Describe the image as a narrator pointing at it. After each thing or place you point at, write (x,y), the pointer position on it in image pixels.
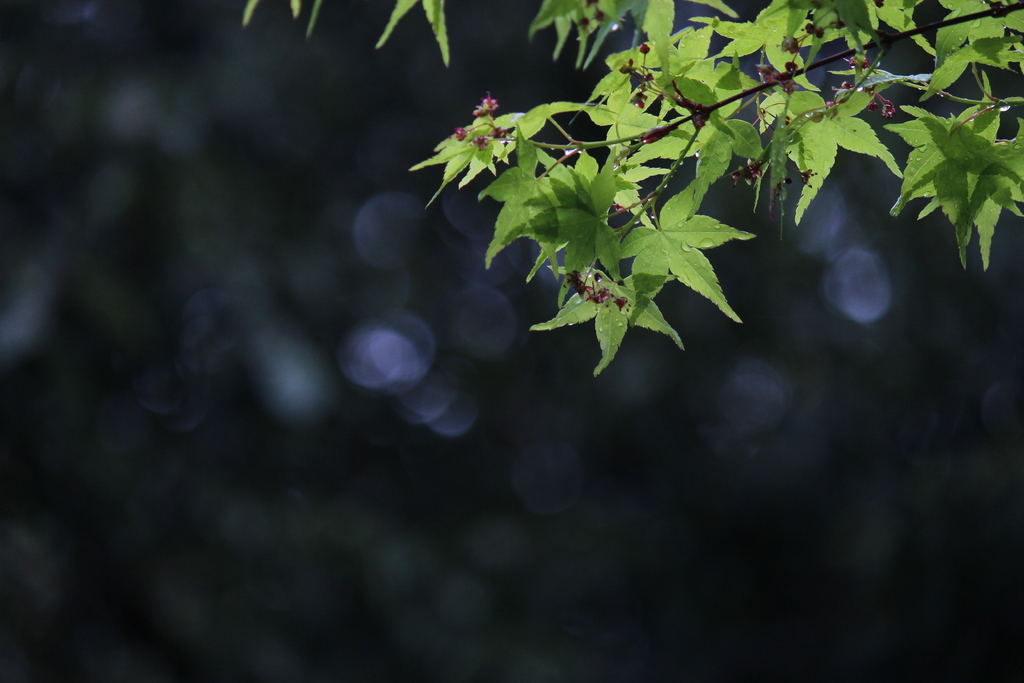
In this image there are stems (657,91) having leaves (706,143). Top of the image (560,10) there are leaves (633,2). Background (858,472) is blurry.
